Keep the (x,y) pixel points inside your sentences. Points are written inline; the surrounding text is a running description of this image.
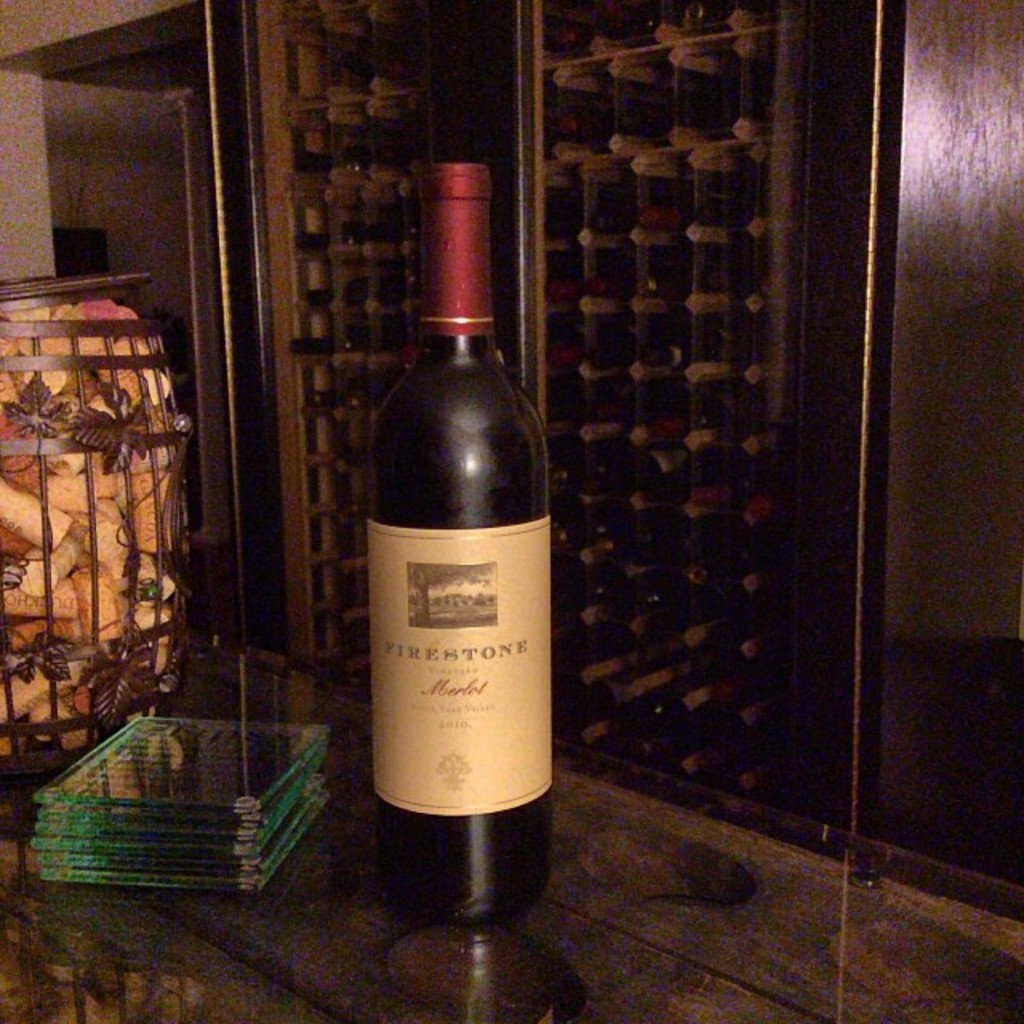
In this image there is a bottle (503,371) having a red cap (463,199) is on the table (571,808). There is a basket (171,606) of corks (98,526) and few glass materials (147,801) are on the table (706,990). Behind the table (690,979) there is a bar cabinet (583,282).
